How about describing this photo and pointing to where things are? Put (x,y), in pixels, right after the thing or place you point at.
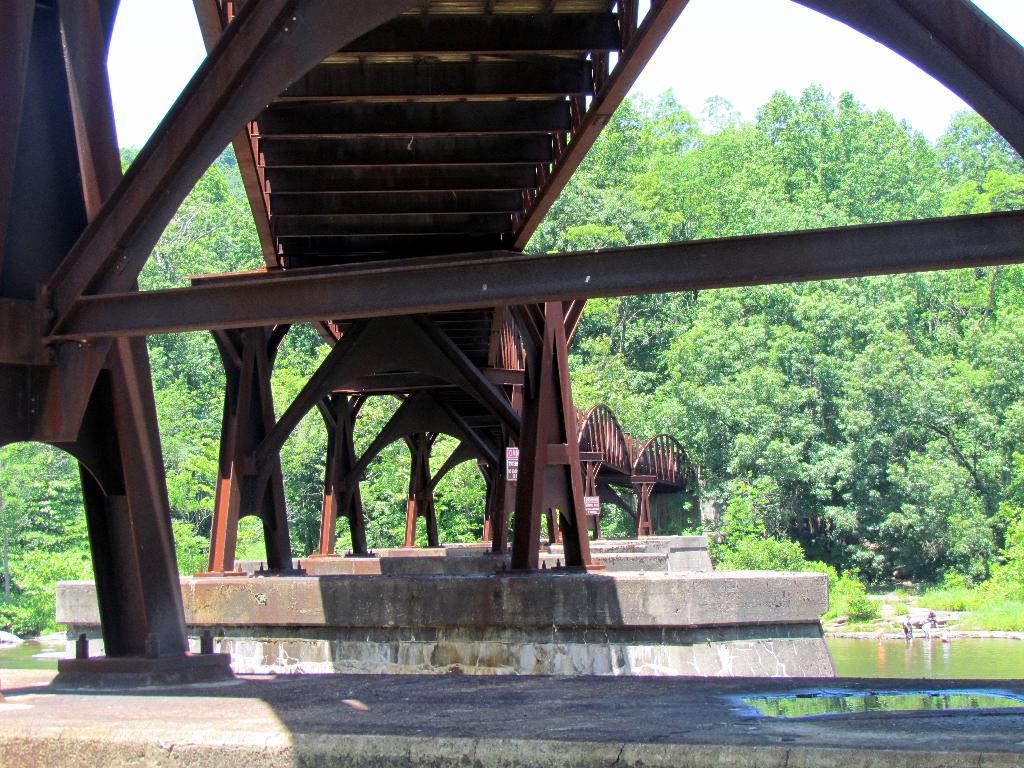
In this picture we can see a bridge (788,667) over the water (954,674) in the background (884,533) we can see trees (862,386).
